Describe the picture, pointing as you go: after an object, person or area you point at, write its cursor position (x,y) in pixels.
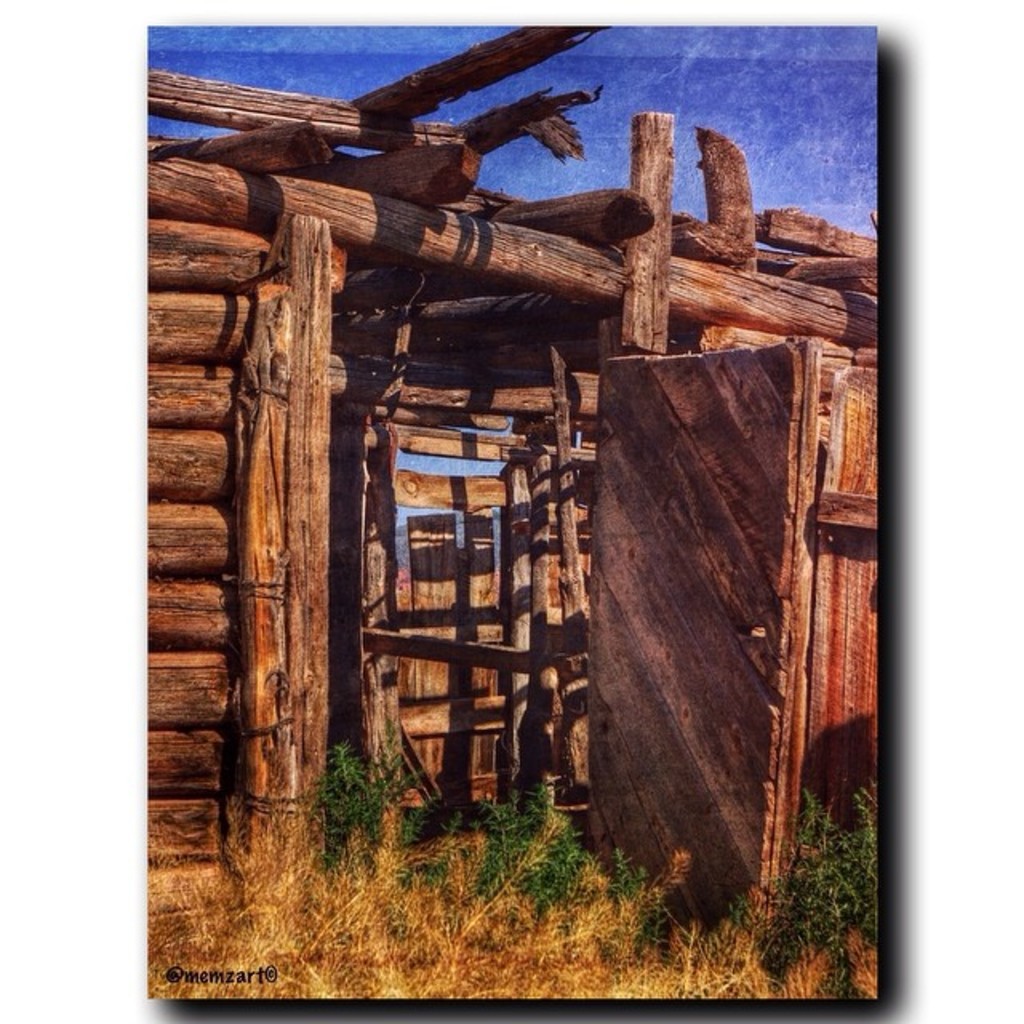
This image consists of a cabin (661,565) which is made up of wood (393,441). It looks like a frame (303,909).
